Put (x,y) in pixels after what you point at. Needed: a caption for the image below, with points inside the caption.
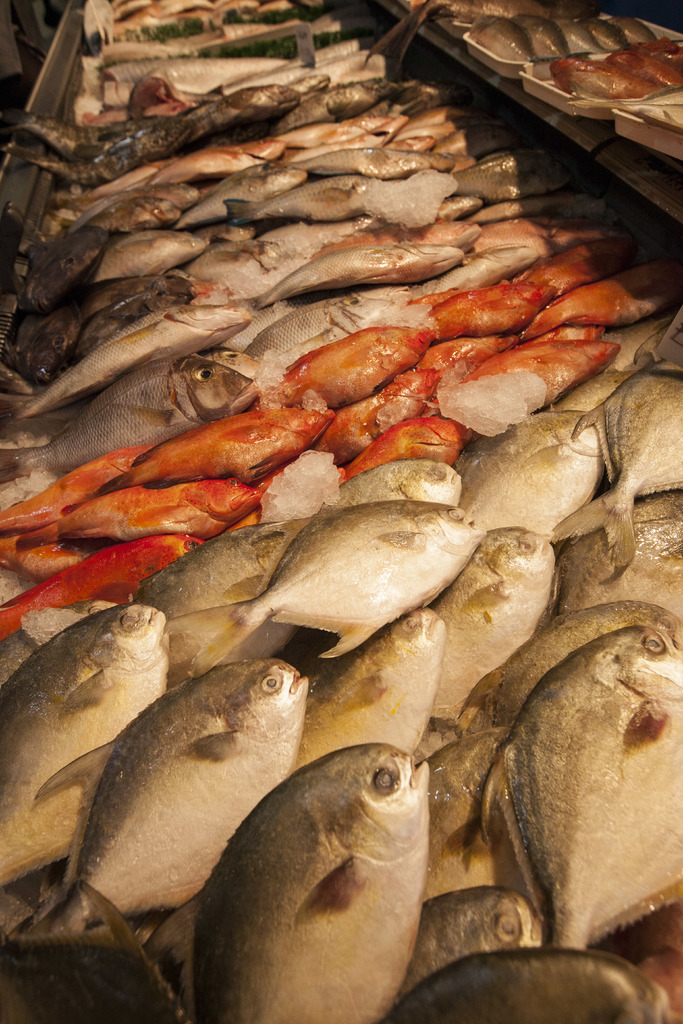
In this image, we can see fishes (655,431) and ice pieces (510,420). On the right side (661,110) top corner, we can see few fishes (562,45) in the trays (656,138). Left side (66,84) top corner, we can see an object (67,35).
